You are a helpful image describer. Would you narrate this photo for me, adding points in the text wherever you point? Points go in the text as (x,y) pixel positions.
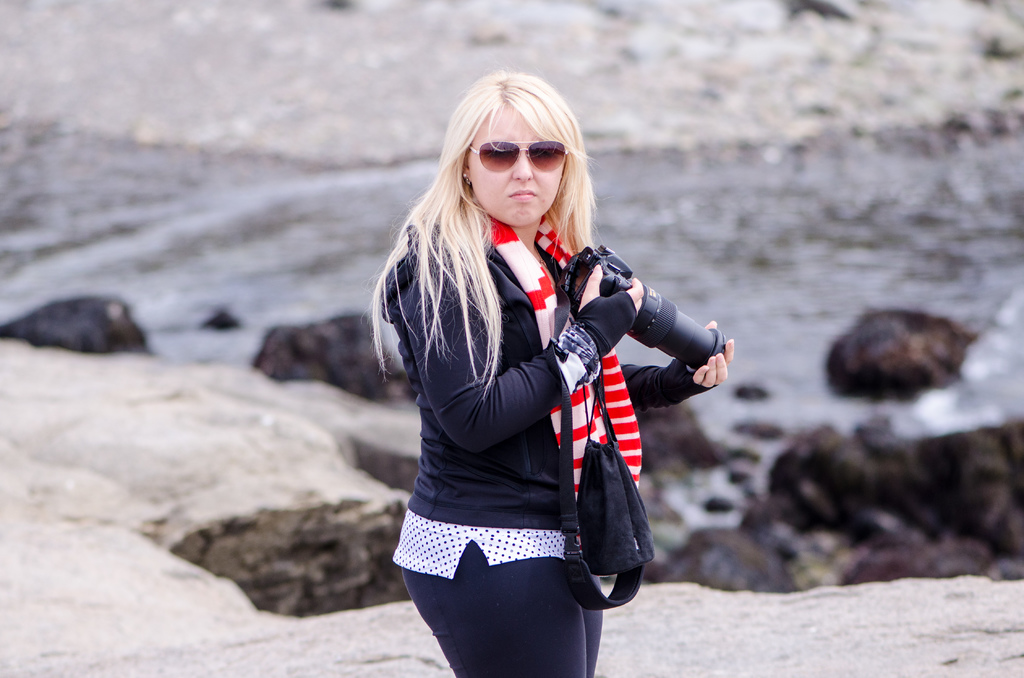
In this image there is a lady (508,344) standing and holding a camera (675,311) in her hand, behind her there is a river (377,239) and rocks (386,400).
